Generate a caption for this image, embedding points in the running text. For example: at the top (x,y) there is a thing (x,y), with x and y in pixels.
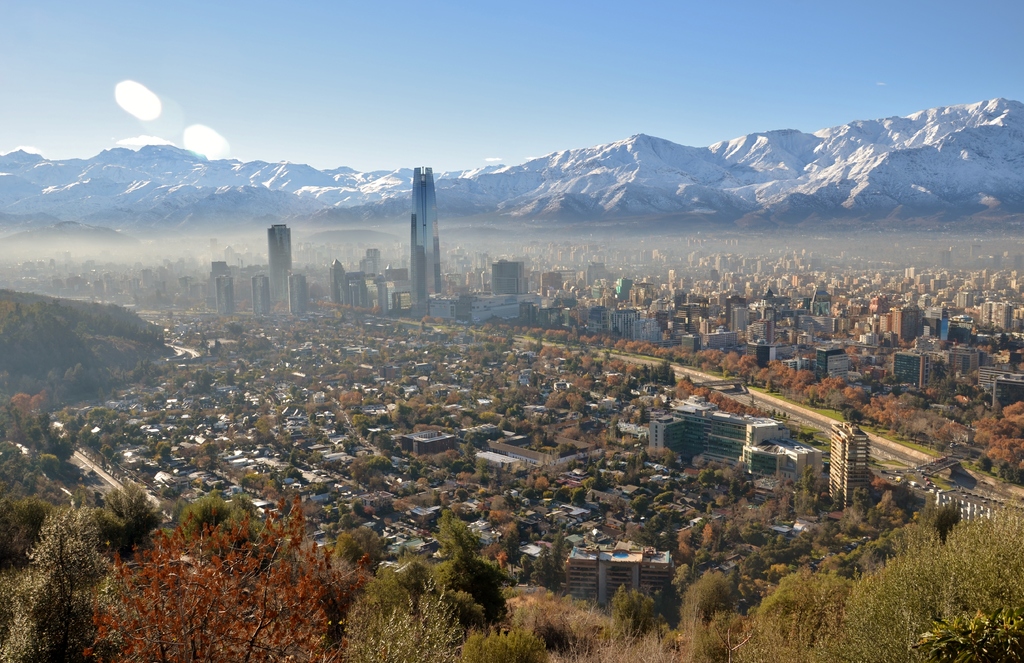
In this picture we can see some trees (402,392) and buildings (641,318) here, at the bottom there is grass (883,638), in the background (844,187) we can see mountains (742,185), there is the sky (654,49) at the top of the picture (614,46).
